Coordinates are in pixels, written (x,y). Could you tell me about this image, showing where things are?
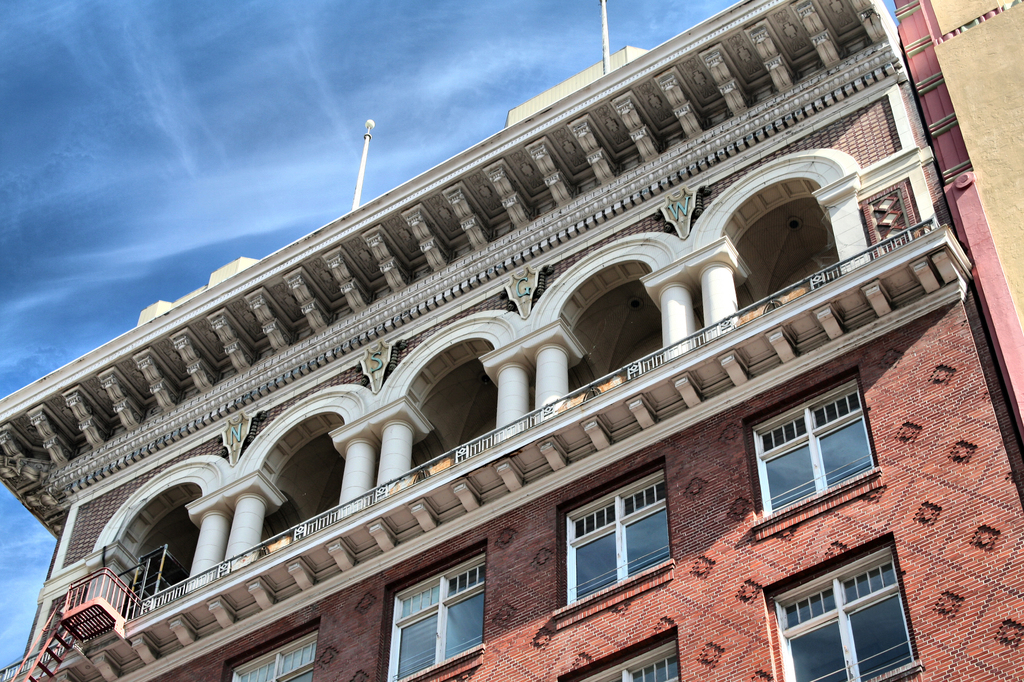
There is a building (326,417) with pillars (385,415), arches (573,300), railings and windows (600,562). On the top of the building (587,83) there are poles (364,152). Also there is sky (177,136).
